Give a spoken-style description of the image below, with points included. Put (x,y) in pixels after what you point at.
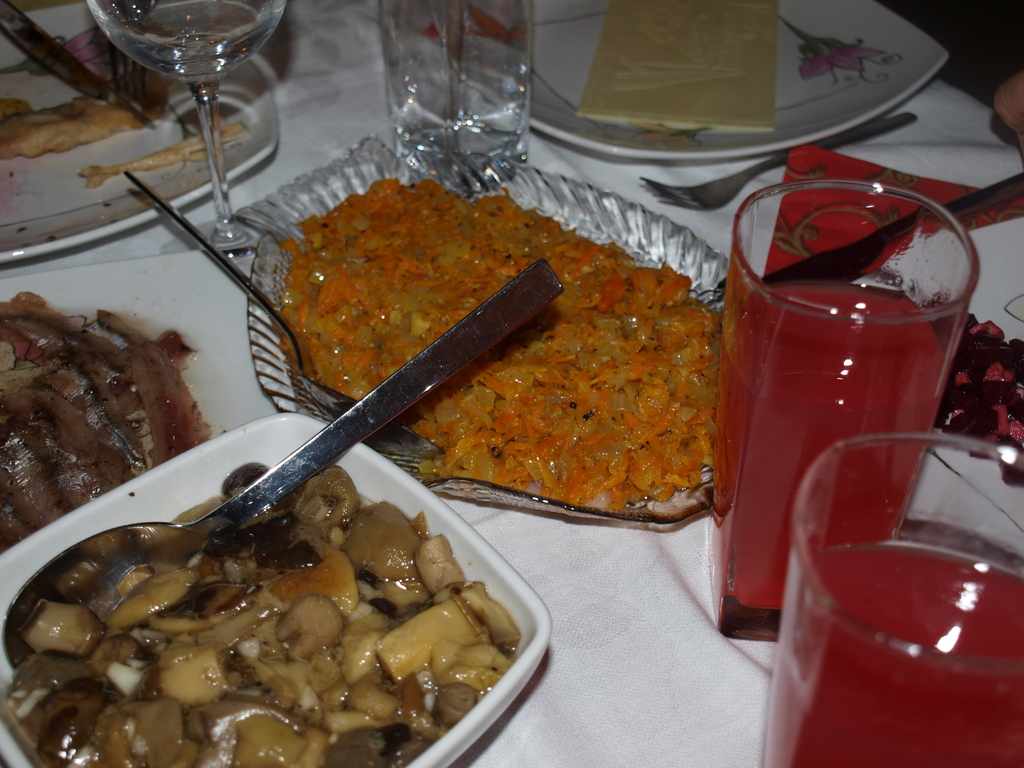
In this image there are few plates (864,76), glasses (946,529) and a bowl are on the table (611,684). Plates (421,161) and a bowl (488,552) are having some food (286,655) in it. Left bottom there is a bowl (3,734), having some food (259,662) and a spoon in it. Glasses (978,631) are filled with drink (937,684). Right side (782,165) there is a fork (699,205) on the table (706,178).
